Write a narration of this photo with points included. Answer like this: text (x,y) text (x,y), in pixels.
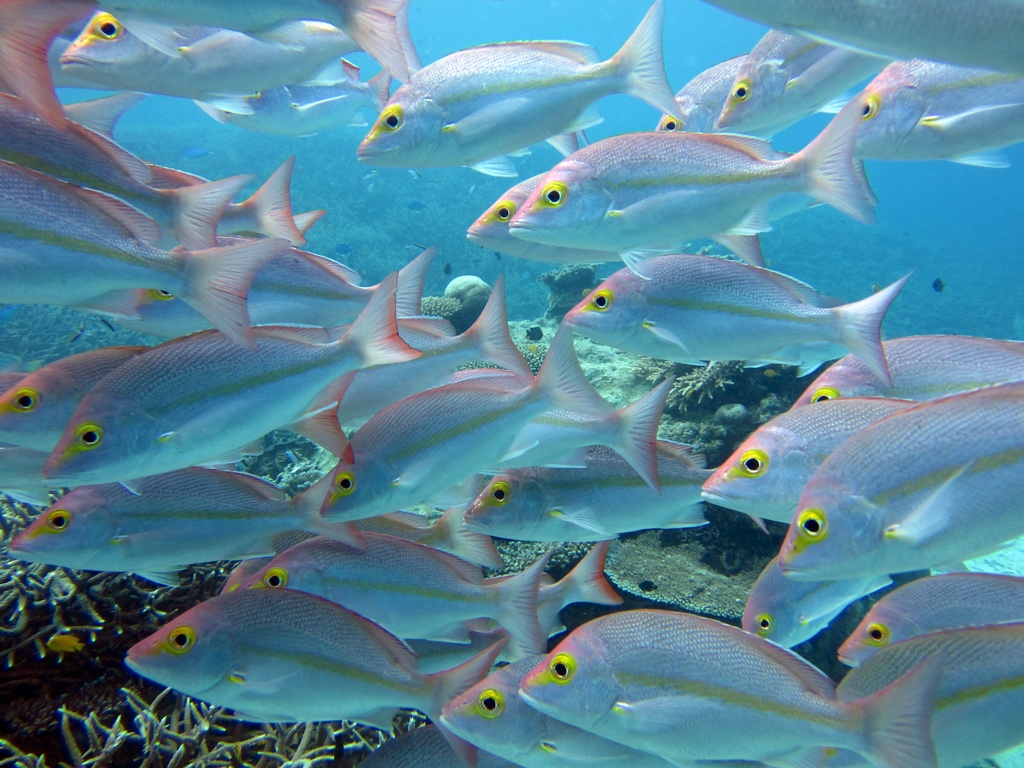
In this image I can see the picture of under water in which I can see number of fishes (542,484) which are white, green, black and orange in color. In the background (555,555) I can see few other objects (145,687) which are brown and black in color and the water (542,22) which are blue in color.
